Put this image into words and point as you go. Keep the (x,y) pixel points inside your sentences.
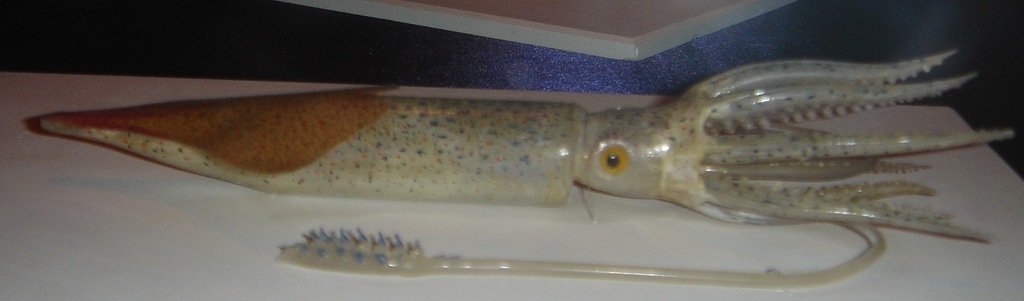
In this image, we can see a squid (673,162).
